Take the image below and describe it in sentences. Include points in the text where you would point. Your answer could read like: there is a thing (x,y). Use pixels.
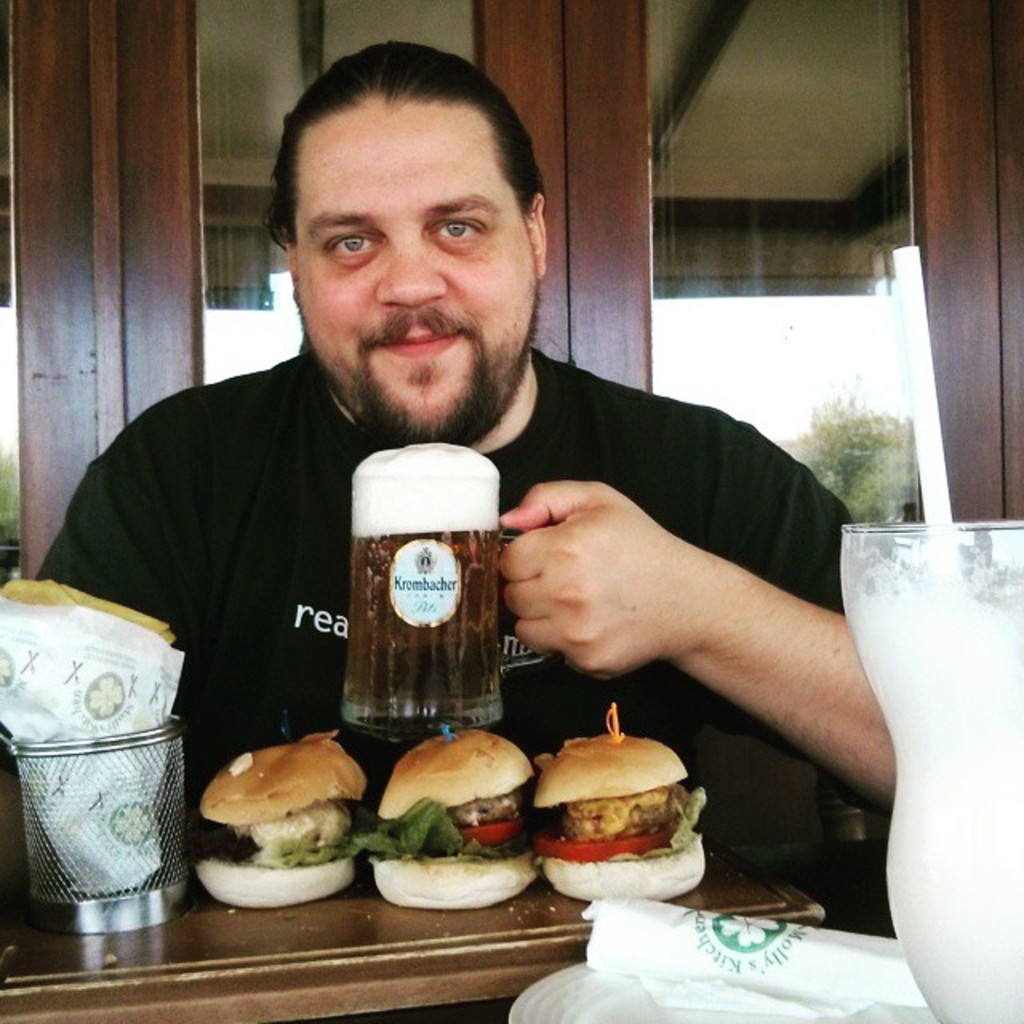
In this picture there is a man (623,560) sitting besides a table (411,912). He is wearing a black t shirt (314,528) and holding a glass (381,461). On the table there are burgers (675,819) and a jar (169,774). Towards the right (931,639) there is a glass (945,587) with some juice (983,832). In the background (685,117) there is a window (738,152).
